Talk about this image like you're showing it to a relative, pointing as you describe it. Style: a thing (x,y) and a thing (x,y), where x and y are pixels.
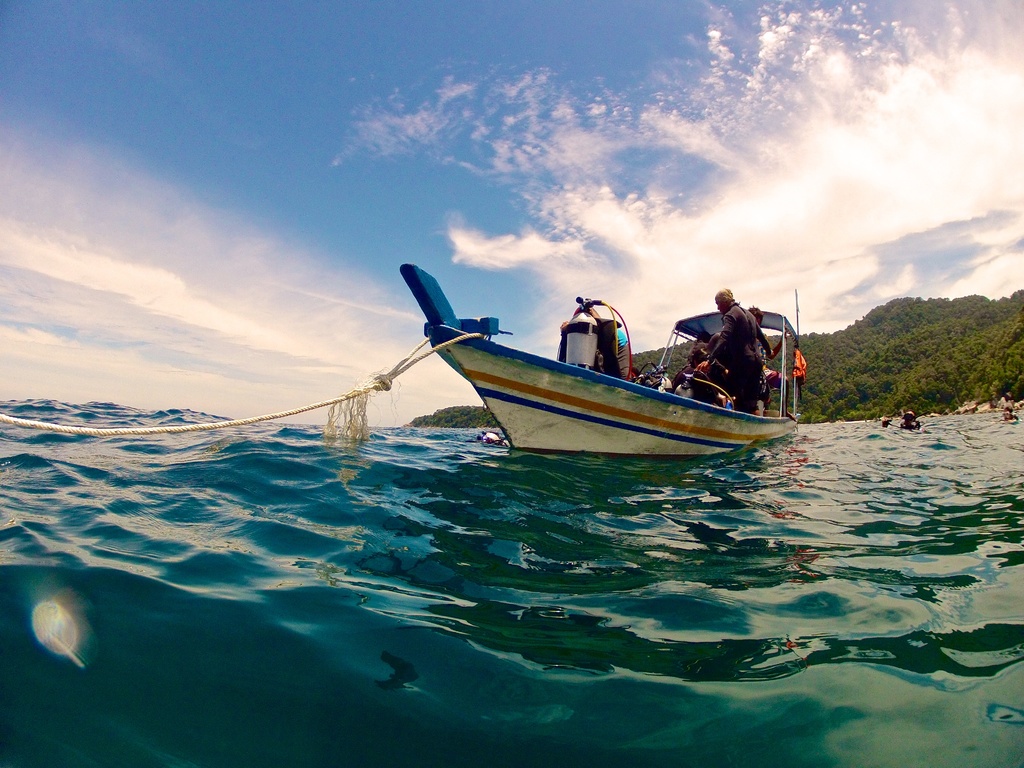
In this picture I can see there is a boat (448,362) and there are some people (689,366) sitting inside the boat (716,386) and there are some other people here in the water (456,532) and in the background (270,401) there is the mountain (872,322) and the sky (228,152) is cloudy.
